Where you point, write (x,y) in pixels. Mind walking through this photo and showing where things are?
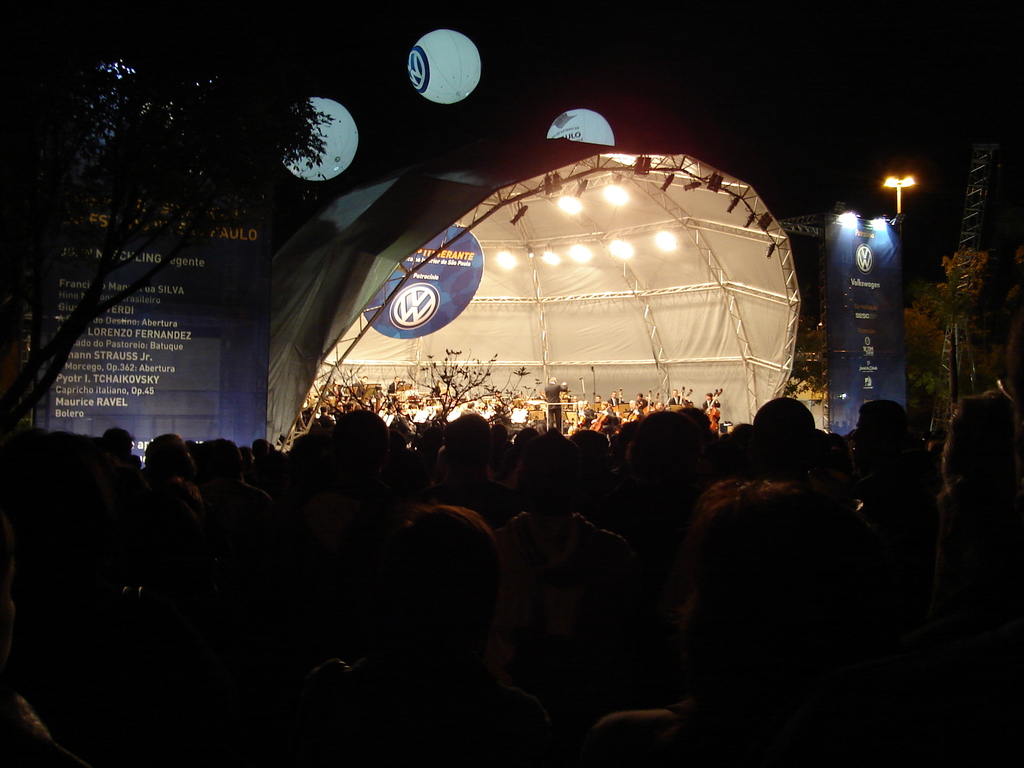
In this image I see number of people (655,430) and I see a stage (747,354) over here on which there are few people (414,396) who are holding musical instruments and I see the lights (695,187) over here and here and I see the trees (981,369) and the balloons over here. In the background (432,104) it is dark and I see words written on this banner (52,397).
